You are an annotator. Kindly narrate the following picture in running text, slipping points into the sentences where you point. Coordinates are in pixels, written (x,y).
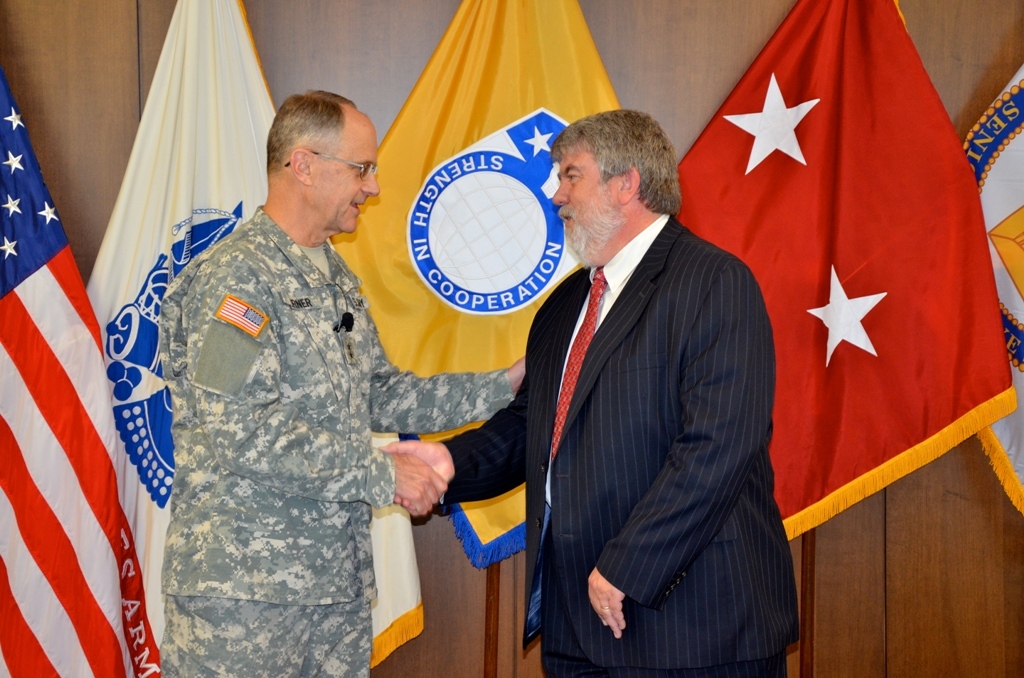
In this image we can see two persons (348,419) shaking hands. Behind the persons (203,340) we can see the flags (106,259) and a wooden wall (362,89).
